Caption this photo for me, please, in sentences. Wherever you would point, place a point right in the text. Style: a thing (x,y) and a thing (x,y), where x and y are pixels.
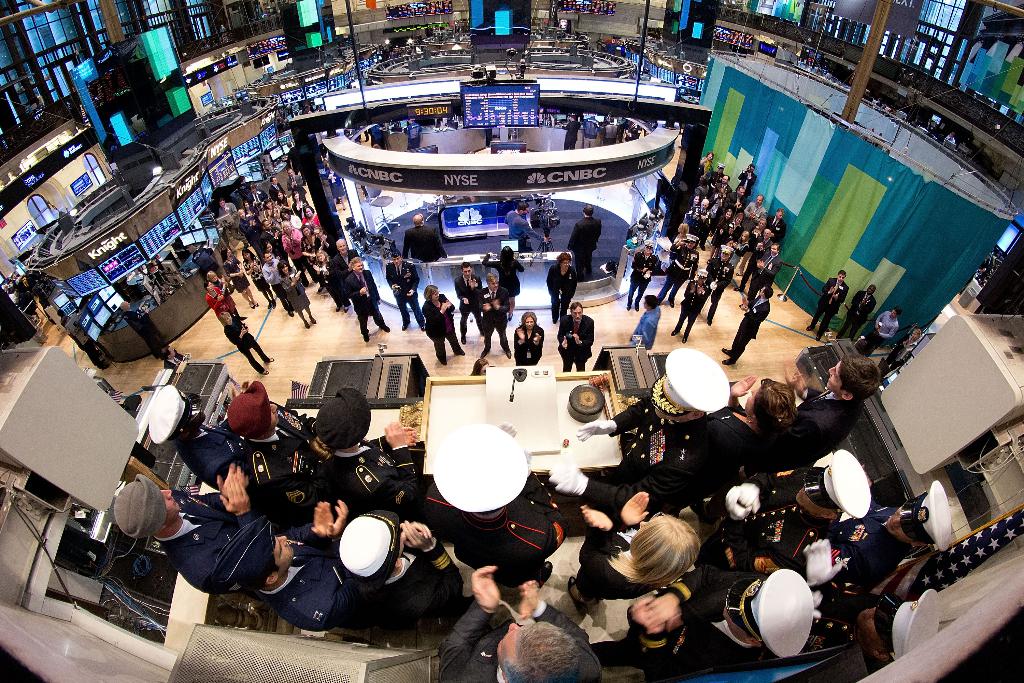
This picture is clicked inside the hall (107,11). In the foreground (273,512) we can see the group of persons (599,507) wearing uniforms (613,495) and standing and we can see the group of persons (401,295) wearing suits (745,275) and standing. In the background (809,204) we can see the curtains (809,165), text (365,177) and we can see the group of persons (267,259) and many number of objects (372,396) and some devices (516,373).
